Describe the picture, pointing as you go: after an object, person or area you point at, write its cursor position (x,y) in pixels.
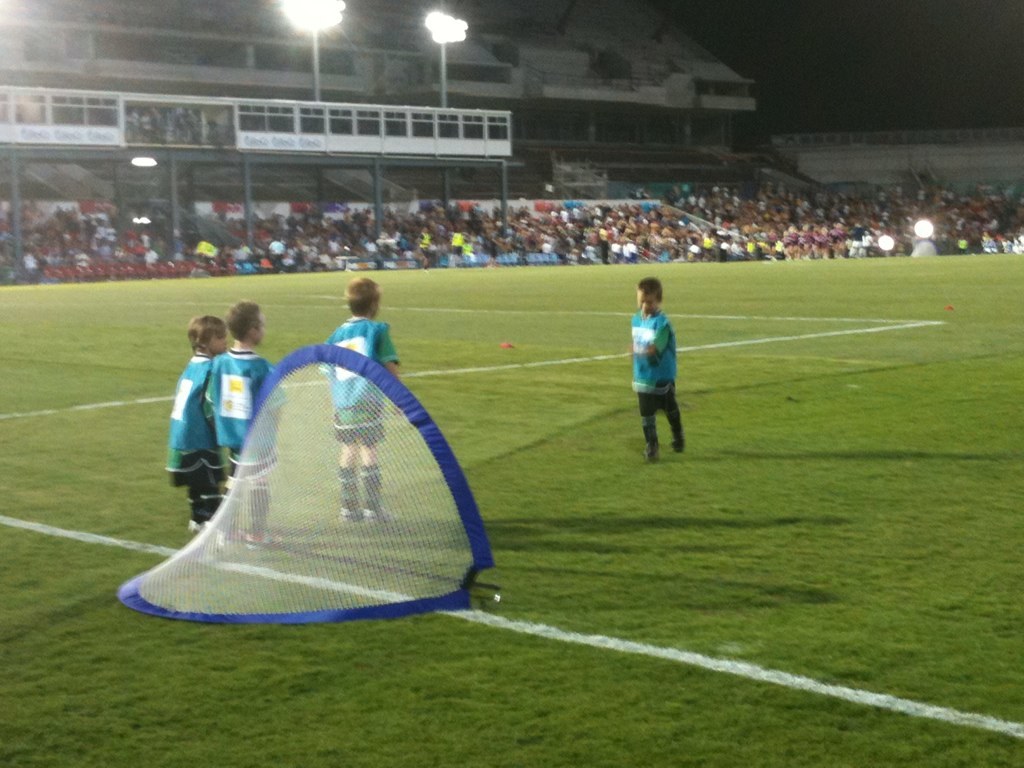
On the left side (211,350), there are three children (219,360) in blue color t-shirts (239,360), standing on the ground (437,317). Beside them, there is a net (355,453). There is a white color line (617,357) on the ground (75,477), on which there is grass (815,321). On the right side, there is a child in blue color t-shirt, running. In the background (738,182), there are persons (24,237), there are lights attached pole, there is a fence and a building (642,67). And the background (1004,111) is dark in color.
